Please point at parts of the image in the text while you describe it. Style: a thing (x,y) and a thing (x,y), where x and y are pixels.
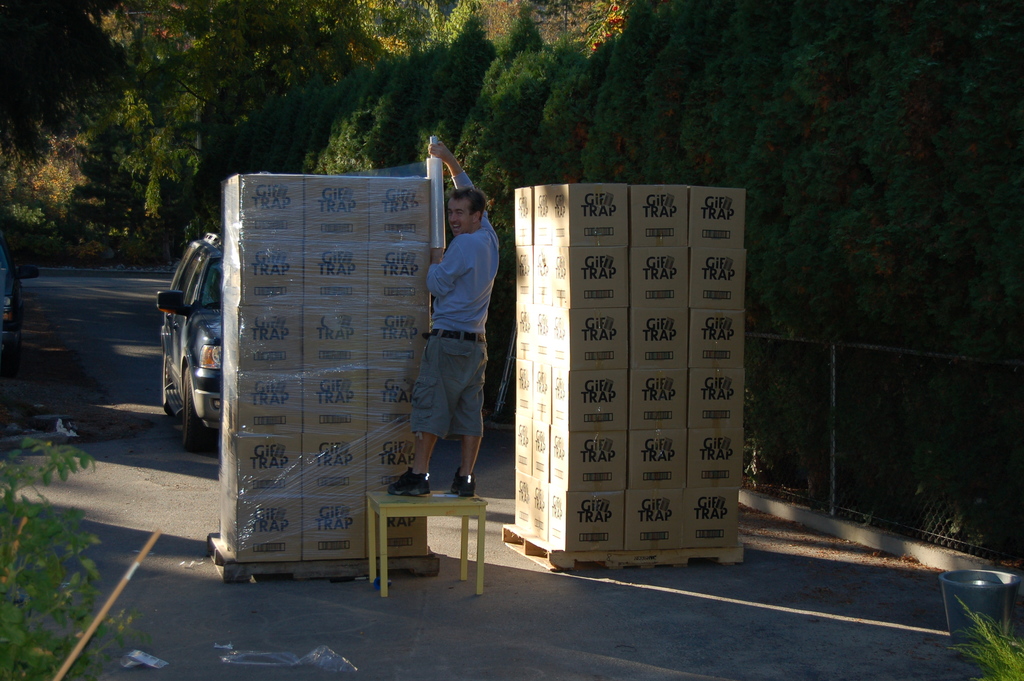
In this picture we can see a person (441,397) holding an object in his hand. There are few boxes (374,368) on the path (154,316). We can see a dustbin (991,599) and some fencing (951,364) on the right side (967,583). Few trees (1010,378) are visible in the background (989,377).
